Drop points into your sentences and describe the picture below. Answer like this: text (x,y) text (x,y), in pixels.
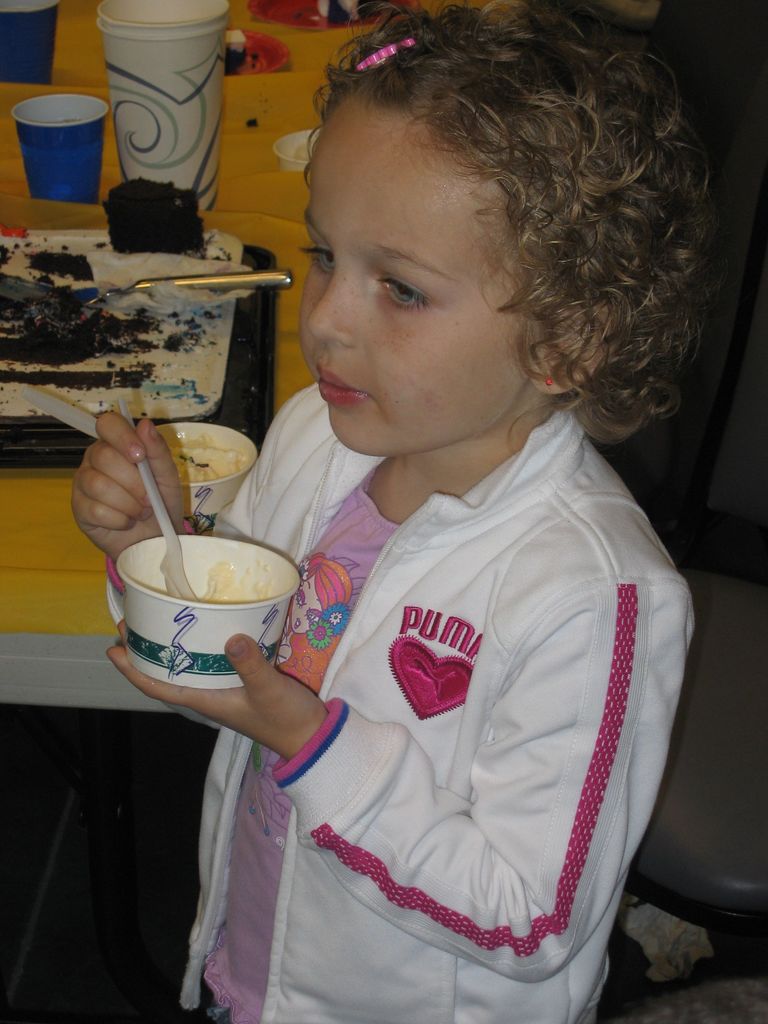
In the foreground of this picture (409,484) we can see a kid (432,376) wearing white color jacket (441,720), holding a bowl (190,556) of food (218,566) and spoon (160,518) and standing and we can see a table (268,91) on the top of which cake (86,275), glasses (132,168) and some other objects (300,11) are placed and we can see the chairs (700,500) and some other objects (695,947) in the background (738,706).
